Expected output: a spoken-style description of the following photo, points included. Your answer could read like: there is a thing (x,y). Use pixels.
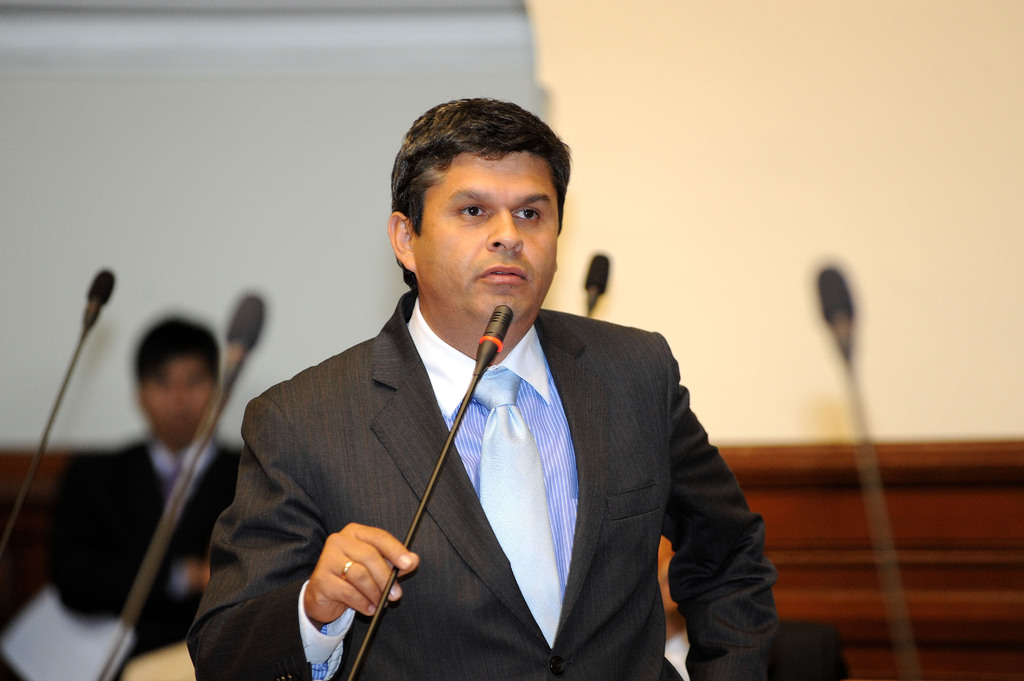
In this image there is a person (416,315) standing and talking and he is holding a microphone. At the back (137,579) there are microphones (150,563). There is a person (155,424) standing at the back (137,500) and holding a paper (57,623).
